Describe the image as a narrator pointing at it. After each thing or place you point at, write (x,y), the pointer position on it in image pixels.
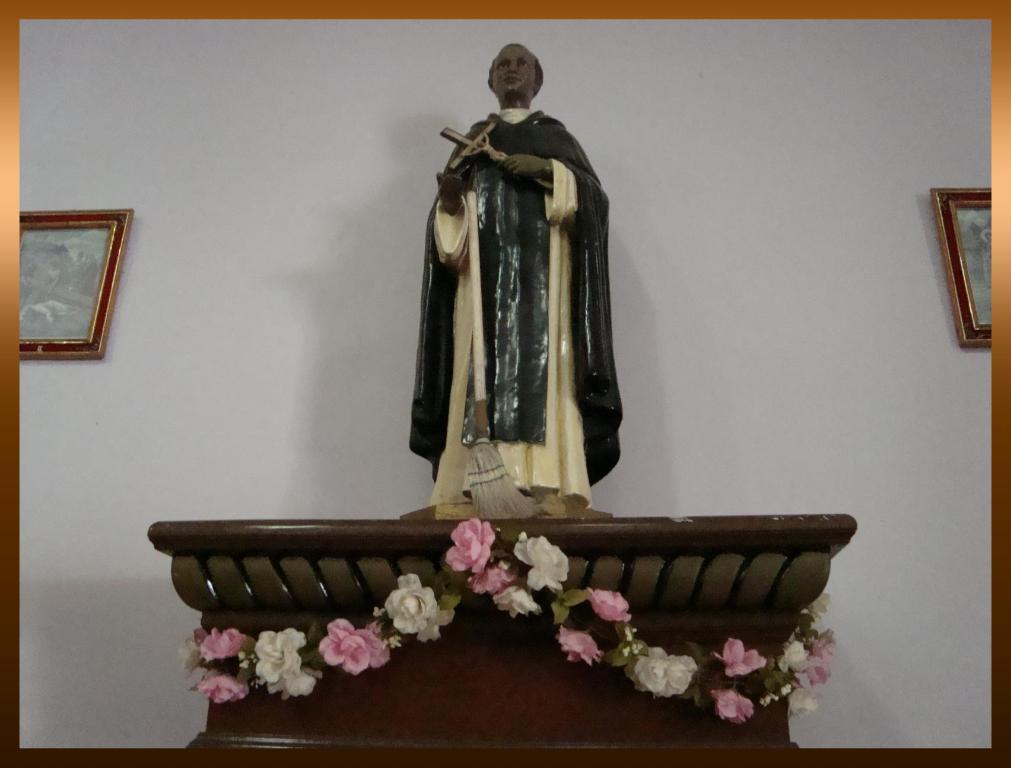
In the picture we can see a man idol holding a cross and standing on the desk (815,559), which is decorated with flowers (782,687) to it and in the background (32,457) we can see a wall (212,191) with two photo frames (34,284).
